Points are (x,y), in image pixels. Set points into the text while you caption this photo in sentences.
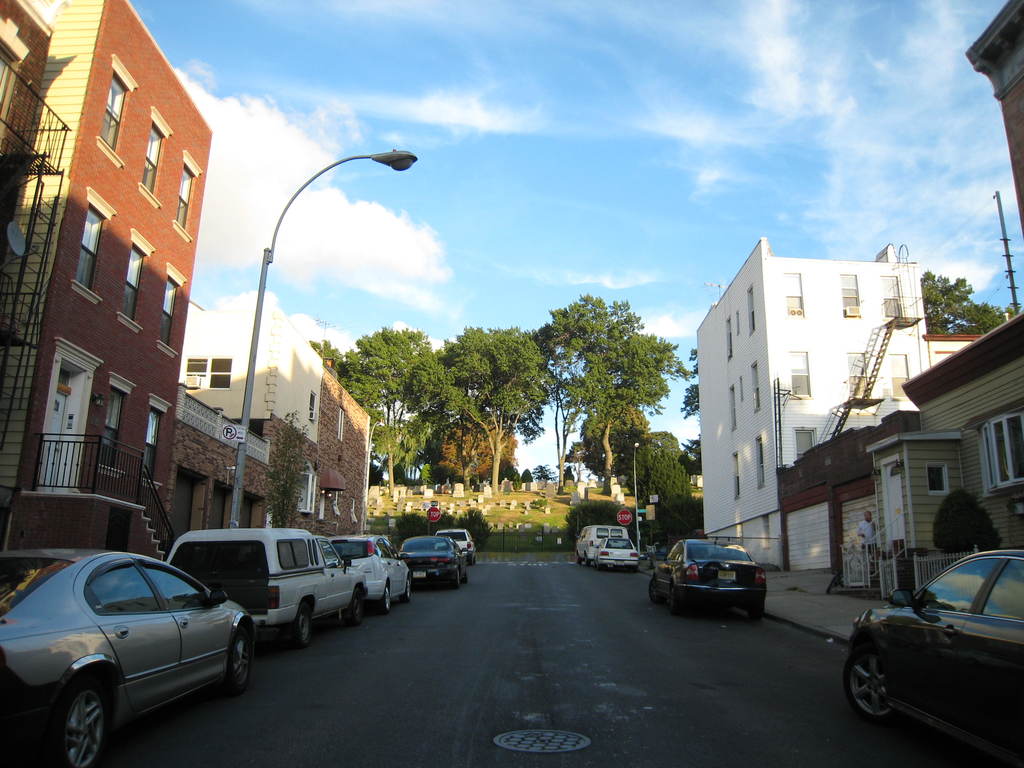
Here we can see vehicles (390,584) on the road (376,757). There are buildings (364,442) to either side of the road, windows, fences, doors (216,500), street lights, poles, plants (979,528) and some other objects (886,335). In the background (408,411) there are trees (609,473), graveyard (550,502), grass (495,523) and clouds (771,110) in the sky (514,82). On the right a man (870,518) is standing.
